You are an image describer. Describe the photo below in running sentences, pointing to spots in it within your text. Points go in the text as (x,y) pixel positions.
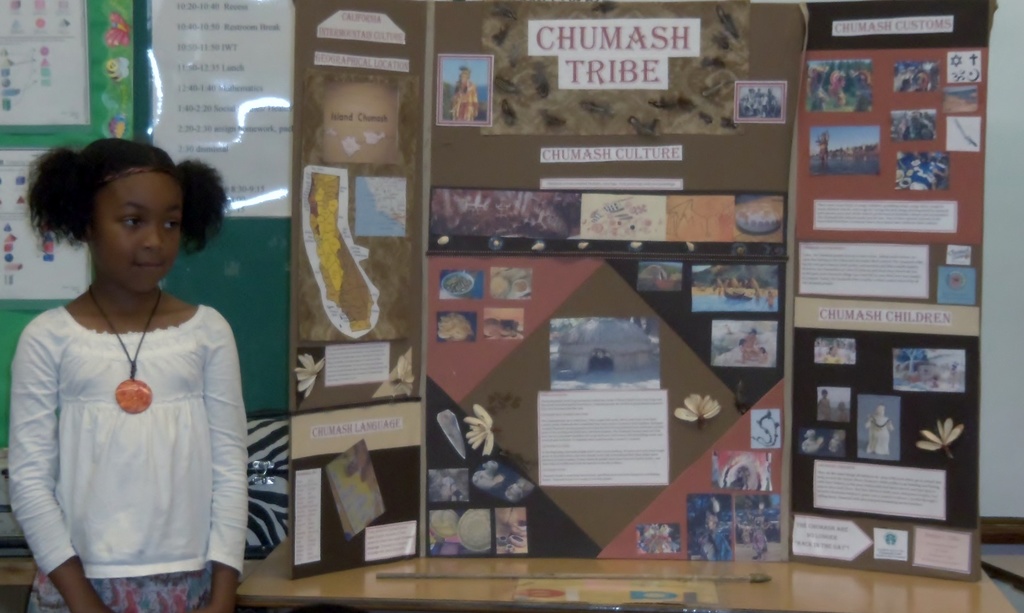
In this image there is a child (102,490) standing, in the background (827,33) there is a board (957,521), on that board (310,127) there are photographs (446,61) and some text (382,69).
